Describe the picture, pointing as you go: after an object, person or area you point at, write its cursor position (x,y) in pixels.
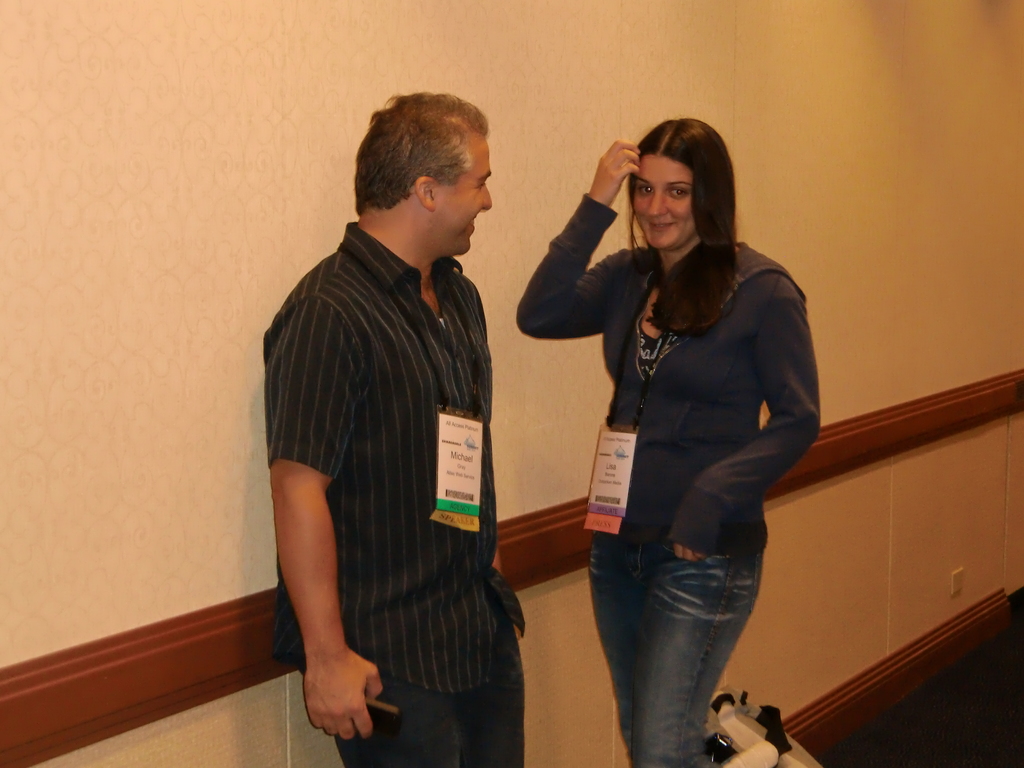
In this image, in the foreground (373,144) we can see two people (387,136) and a person (400,652) on the left side (325,627) holding a phone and in the background (501,23) we can see the wall (798,229).
